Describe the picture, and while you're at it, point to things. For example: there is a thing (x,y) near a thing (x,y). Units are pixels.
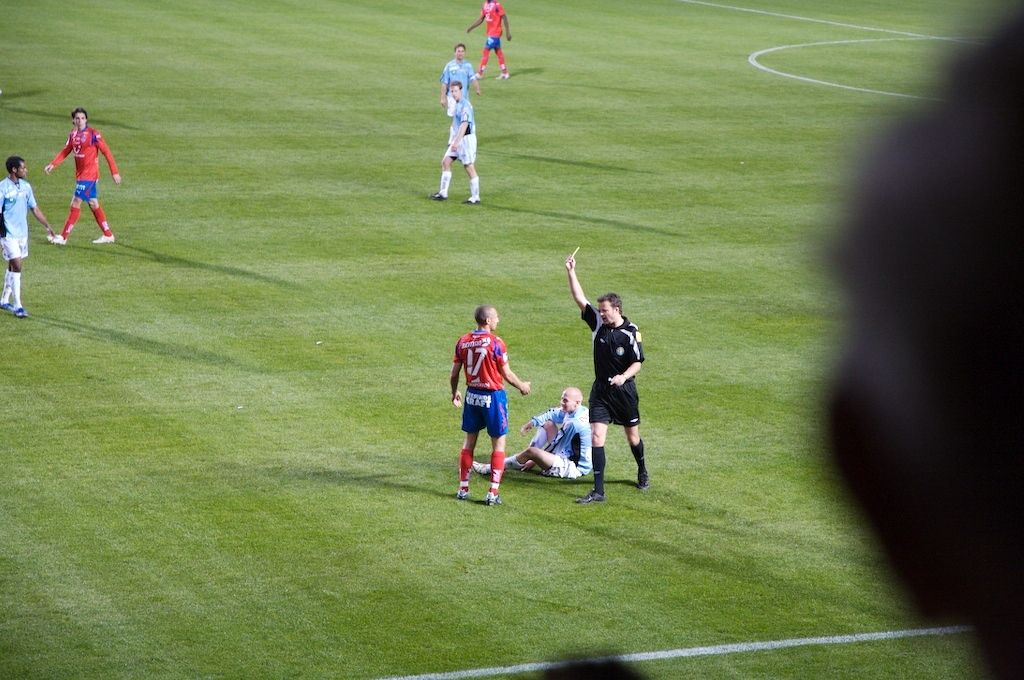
In this image I can see grass ground (720,630) and on it I can see white lines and few people (96,192). I can see three of them are wearing red colour dress (488,9), one is wearing black and rest all are wearing blue. I can also see shadows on ground (338,251).
